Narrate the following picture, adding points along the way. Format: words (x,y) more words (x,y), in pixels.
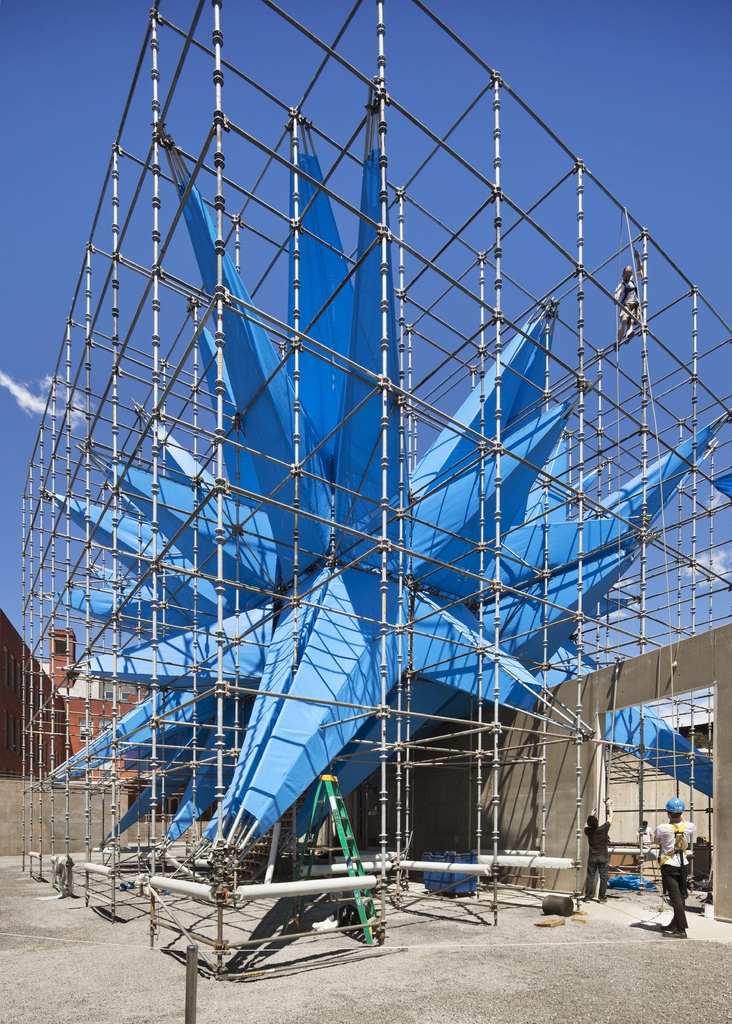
In the middle of this image (456,490) there is a blue color structure (363,461). Around this there are many poles (221,186). It seems to be under construction. At the bottom (258,991), I can see the ground (634,916). On the right side (601,843) there are two persons (671,848) standing facing towards the back side (591,881). In the background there are few buildings (48,692). At the top of the image (612,114) I can see the sky (626,71).
